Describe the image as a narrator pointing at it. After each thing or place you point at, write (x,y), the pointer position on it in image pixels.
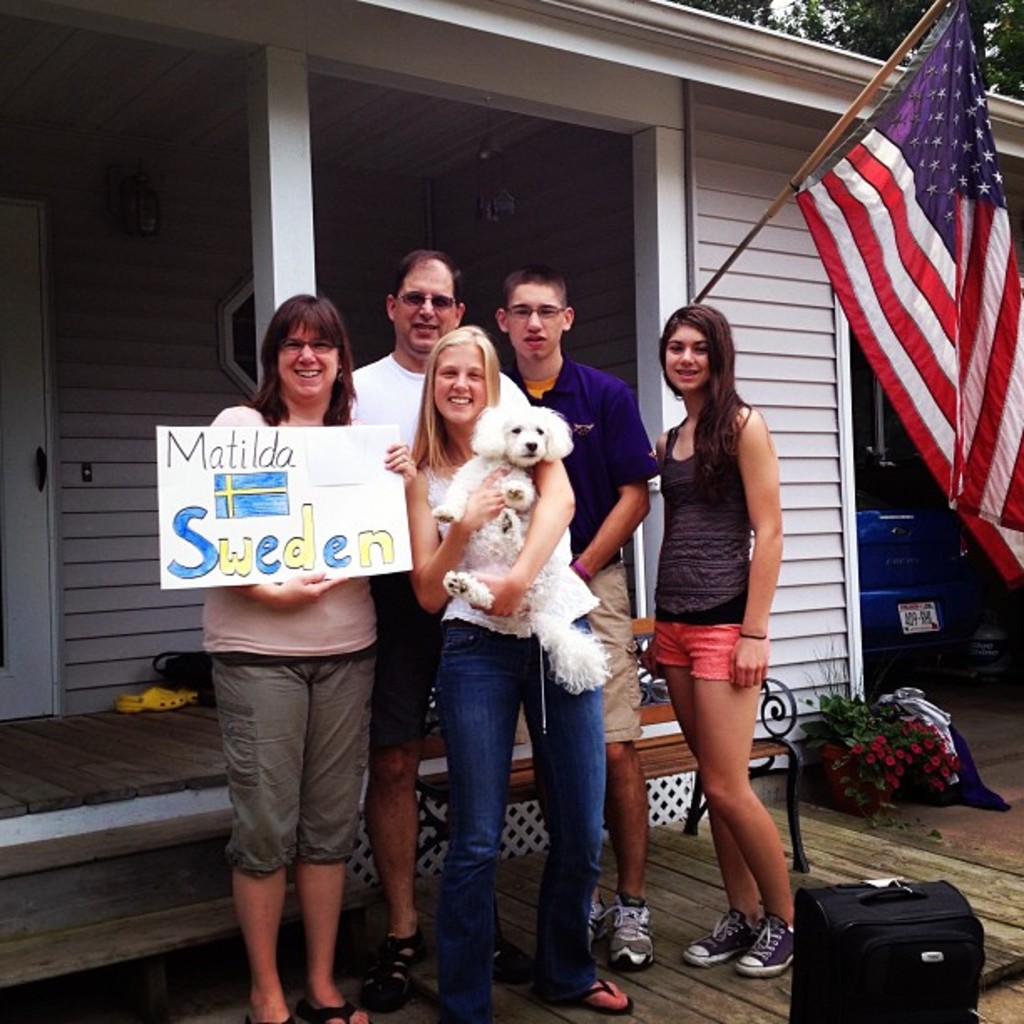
This image is clicked outside the house (789,607). There are five people (522,683) in this image. In the front (494,683), the women (498,663) wearing white top (560,566) is holding a white dog (499,565). To the right (935,254), there is a flag (874,229). In the background (249,110), there is a house (298,126). To the bottom right (894,959), there is a bag (872,945).
